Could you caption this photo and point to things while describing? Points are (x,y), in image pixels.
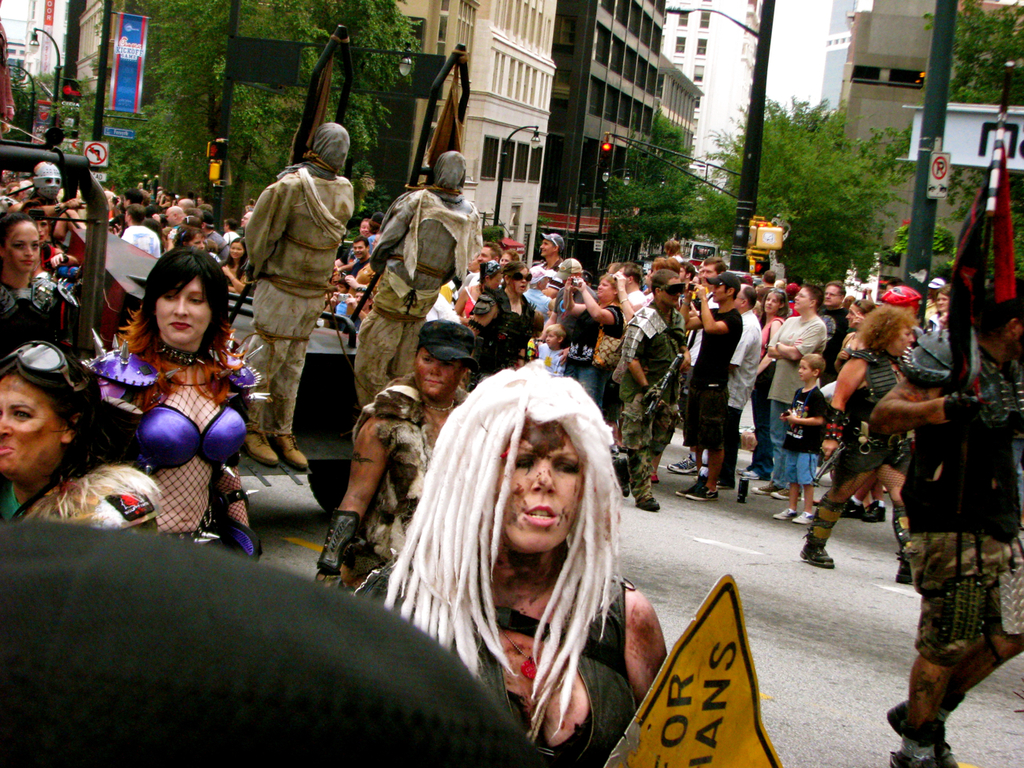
In the image in the center (389,435) we can see a group of people (199,313) were standing and holding some objects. And we can see one vehicle (342,403). On the vehicle (312,386), we can see two persons (315,257) were tied with the rope (304,283). In the bottom of the image, we can see one sign board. In the background (637,34) we can see the sky (772,90), clouds (805,90), trees (784,133), poles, sign boards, banners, light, wall (603,112) and few other objects (588,169).
